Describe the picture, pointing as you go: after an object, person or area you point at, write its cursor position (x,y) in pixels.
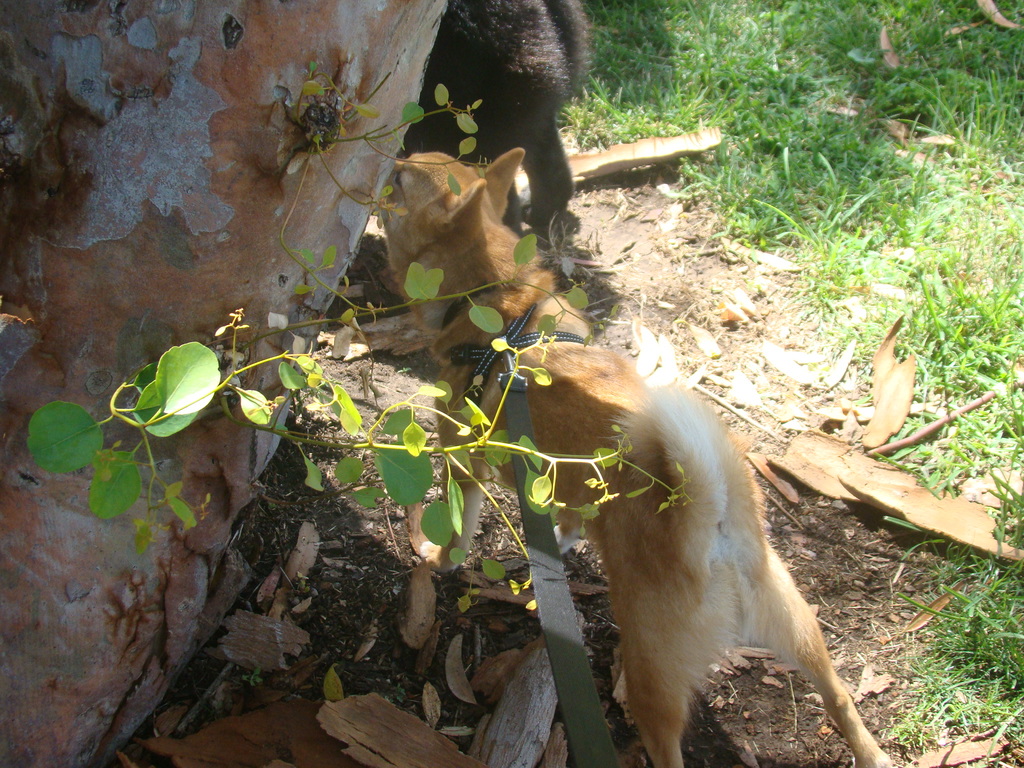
Here we can see a dog (581,452) standing on the ground (597,544) and there is a belt (516,324) tied to its body (512,311). On the left (219,271) there is a truncated tree (266,108). We can see an animal (515,96), grass (583,144) and leaves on the ground (597,209).
